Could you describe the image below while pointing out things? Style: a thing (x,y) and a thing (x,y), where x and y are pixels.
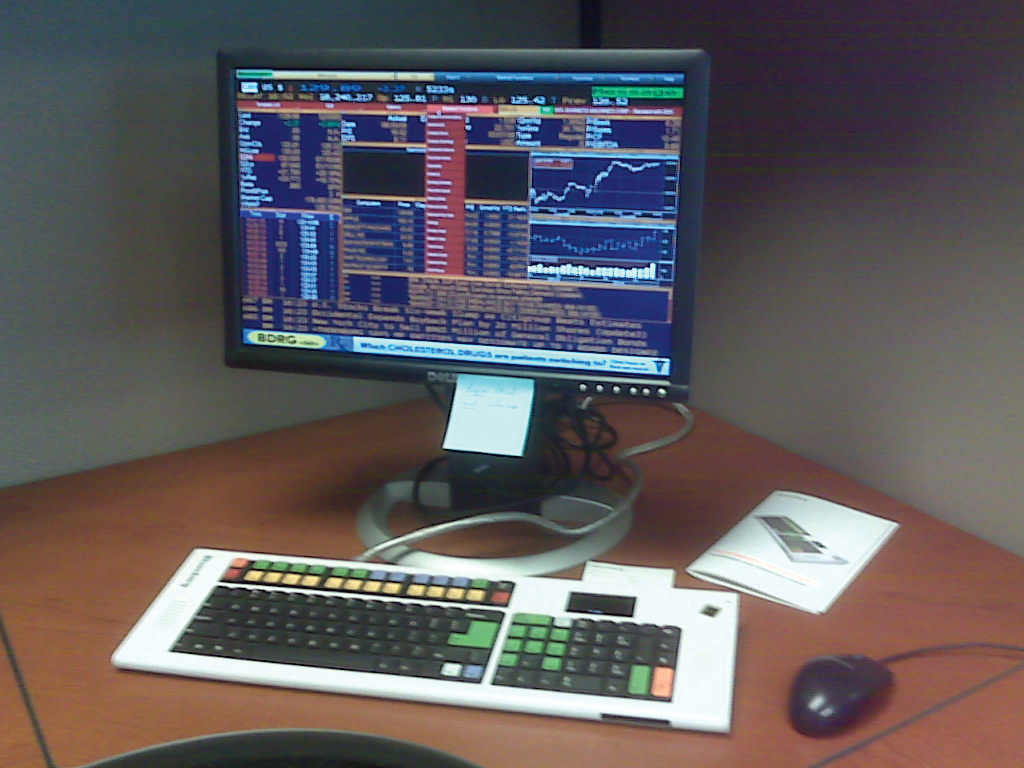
In this image we can see a monitor (597,541), keyboard (485,692), mouse (836,711), cables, and a book (776,572) on the table (795,641). In the background (145,119) we can see wall (831,259).
